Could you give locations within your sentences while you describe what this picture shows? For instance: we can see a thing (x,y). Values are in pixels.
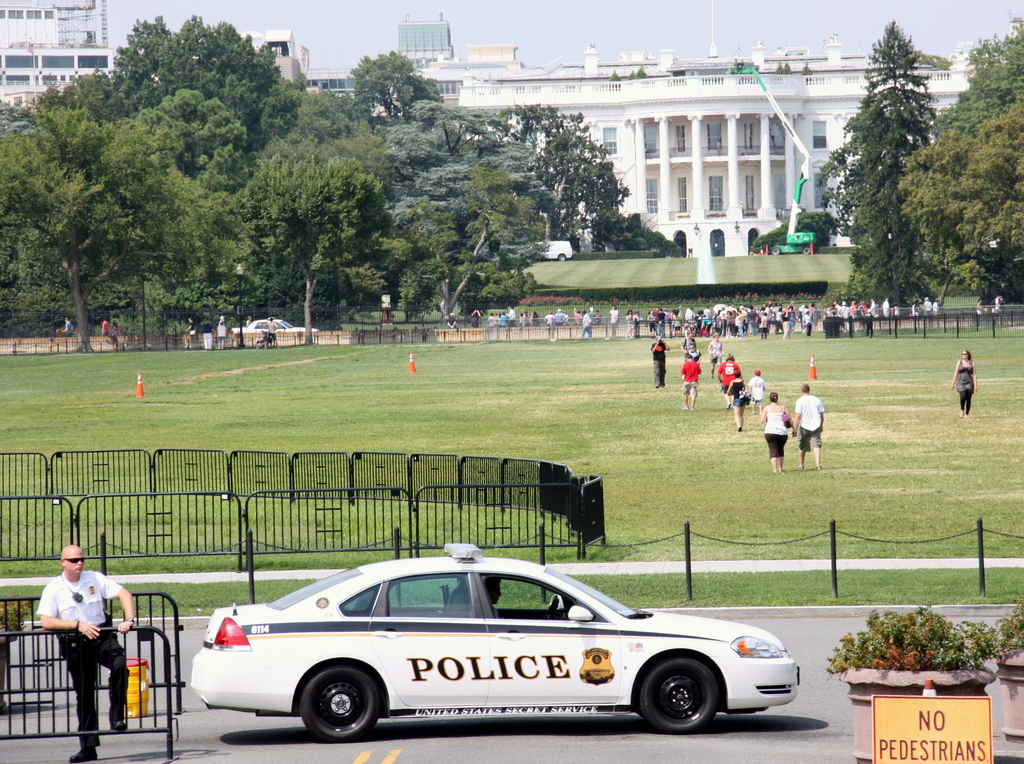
In this image we can see a police car (618,655) on the road (789,626), we can see a board (975,729), flower pots (1007,661), a person (67,654) standing, we can see barrier gates (157,595), people (750,307) walking on the grass (917,469), we can see road cones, trees (279,307), crane (776,250), building (727,173) and the sky (748,43) in the background (793,14).
